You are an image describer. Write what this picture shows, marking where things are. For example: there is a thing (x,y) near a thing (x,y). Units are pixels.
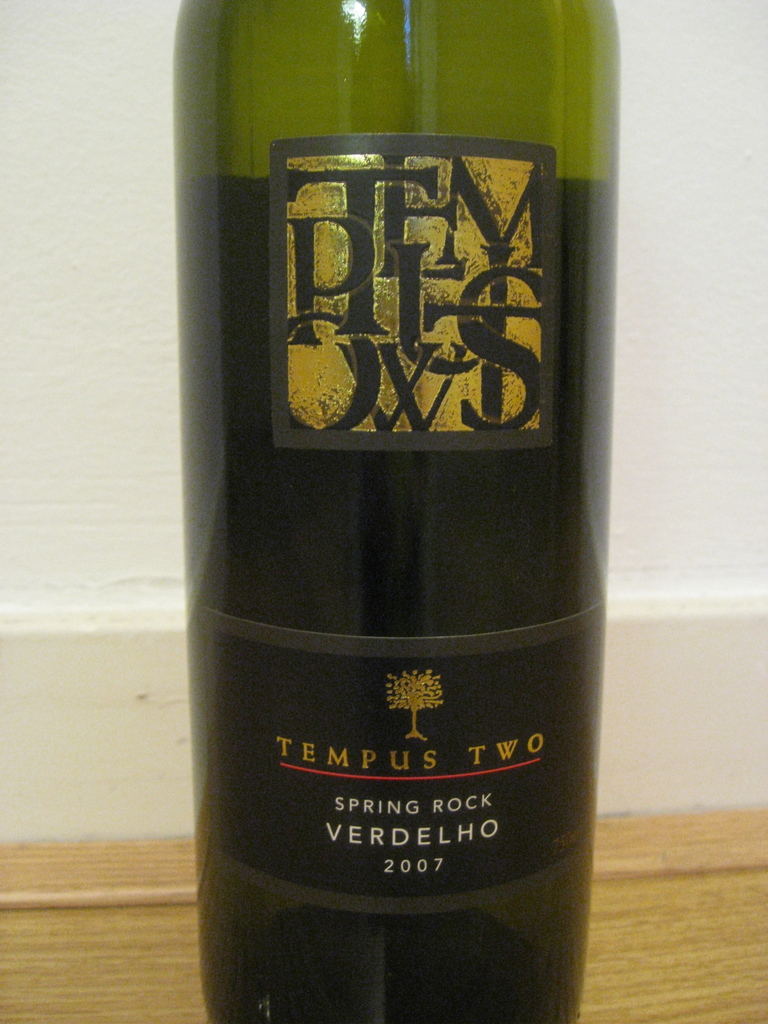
there is a bottle (244,919) on the table (729,1016).
